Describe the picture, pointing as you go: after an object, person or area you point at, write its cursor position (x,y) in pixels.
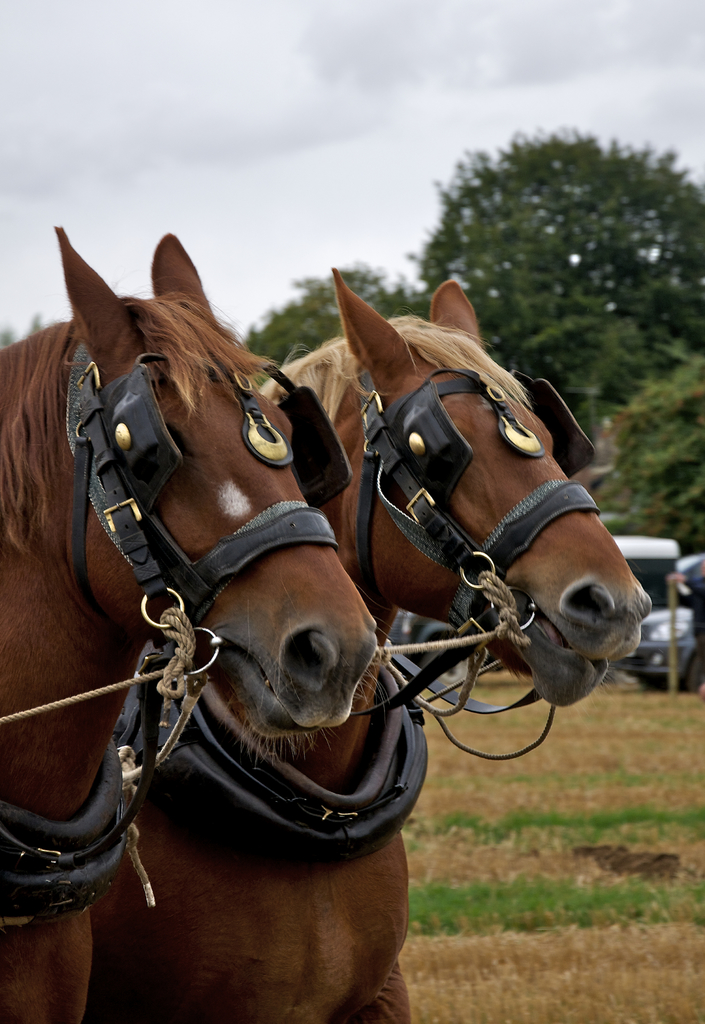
There are two horses (403,573). This is ground (556,941) and there is a vehicle (658,572). In the background (664,386) we can see trees (689,517) and sky (338,128).
